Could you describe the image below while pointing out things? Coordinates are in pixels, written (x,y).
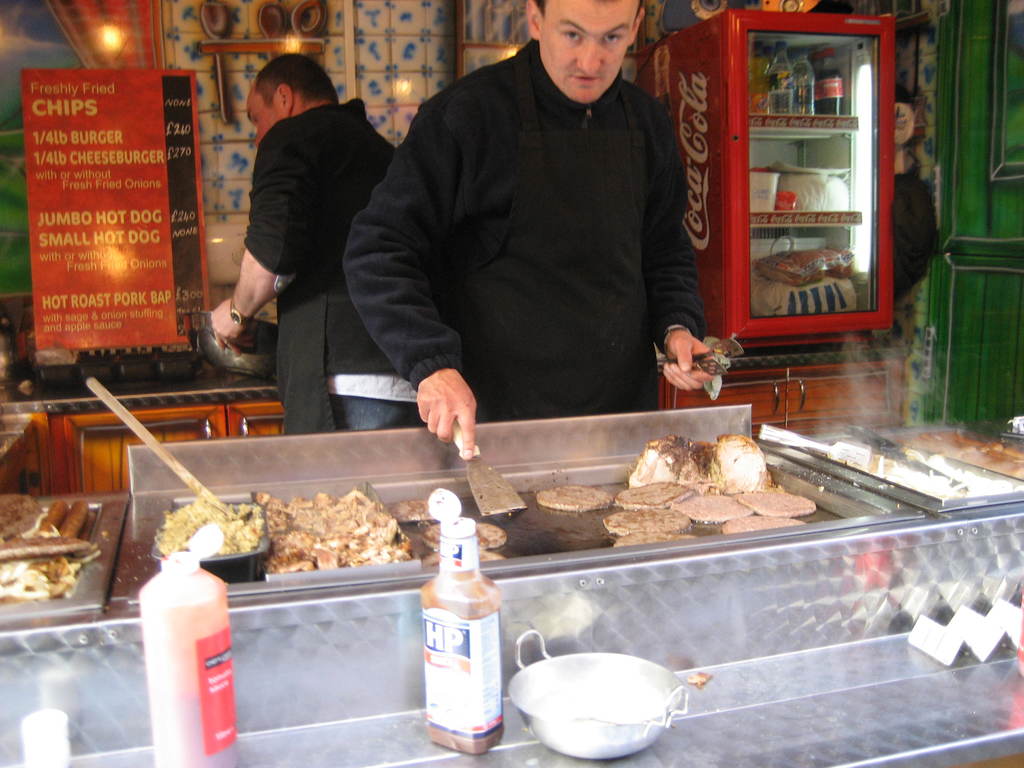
In this image there is a metal table (760,657), on that there are bottles (440,667), bowl (579,729), behind that there are trays (537,558), in that trays (541,515) there are food items (14,500) and a man (571,285) standing, in the background (690,94) there is a man (245,328) holding a bowl (242,351) and there is a fridge (740,96) and there is a board (145,193), on that board (145,168) there is some text (144,300) and a wall (453,69).
